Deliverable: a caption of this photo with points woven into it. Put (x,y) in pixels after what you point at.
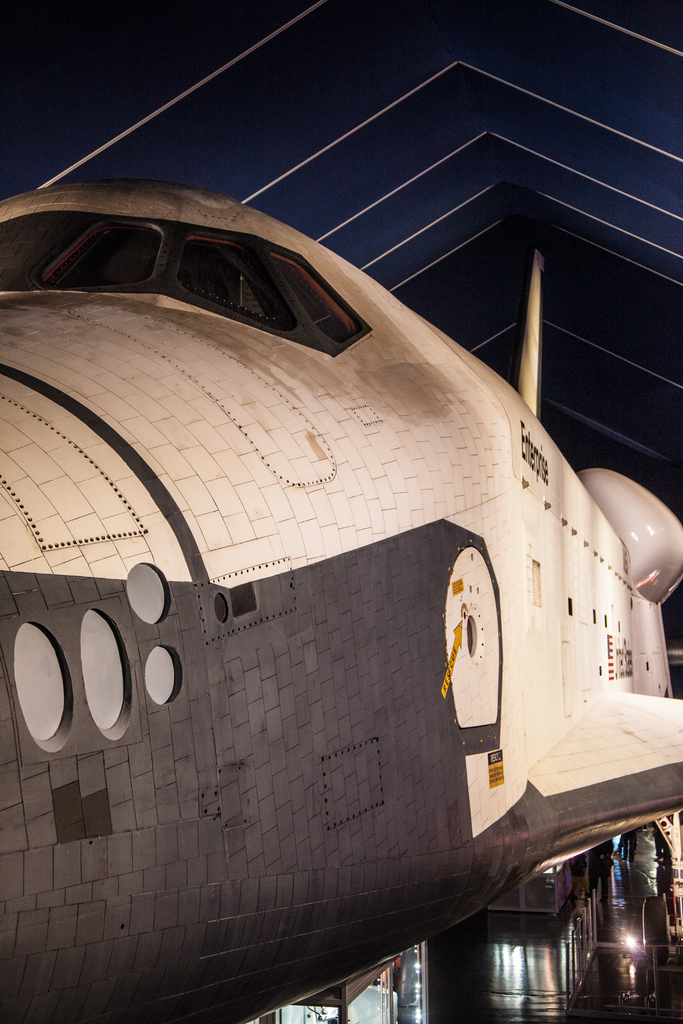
In this image we can see the airplane (434,586) and also the lights (419,969).
